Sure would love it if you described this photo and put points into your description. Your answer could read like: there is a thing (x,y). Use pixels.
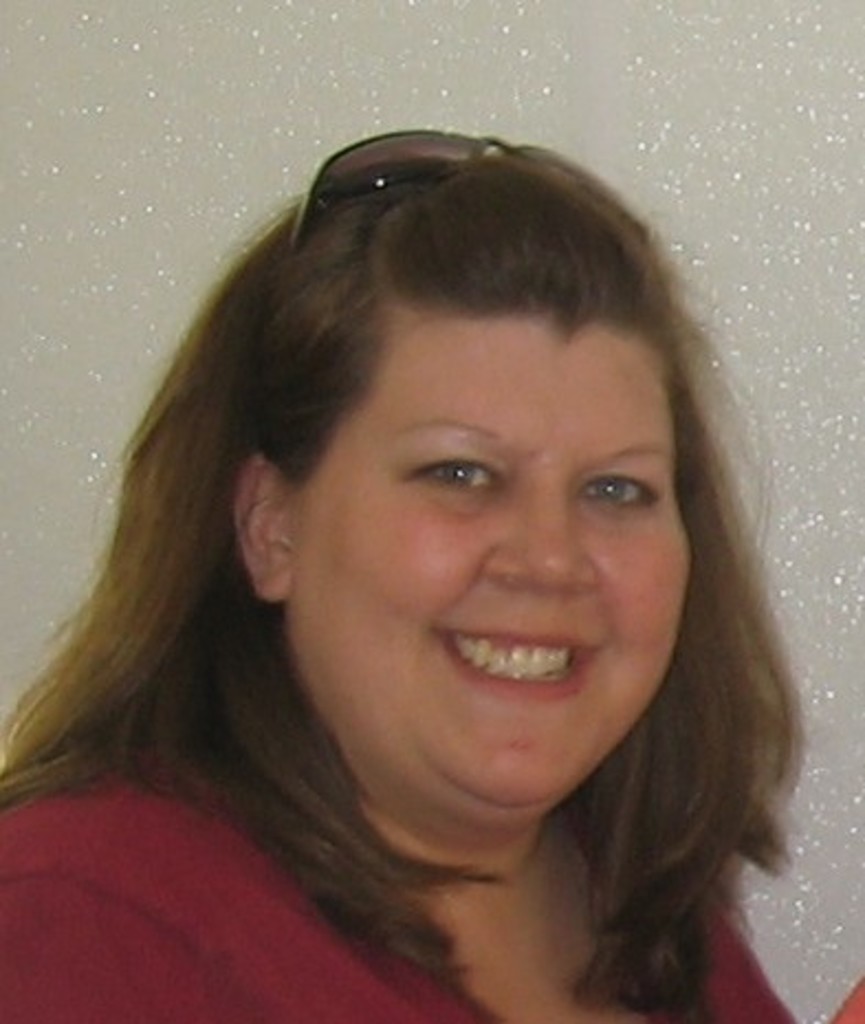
In this image we can see a woman (468,705) is smiling. She is wearing a red color top (208,920). In the background (85,419), we can see a white color wall (78,423).
